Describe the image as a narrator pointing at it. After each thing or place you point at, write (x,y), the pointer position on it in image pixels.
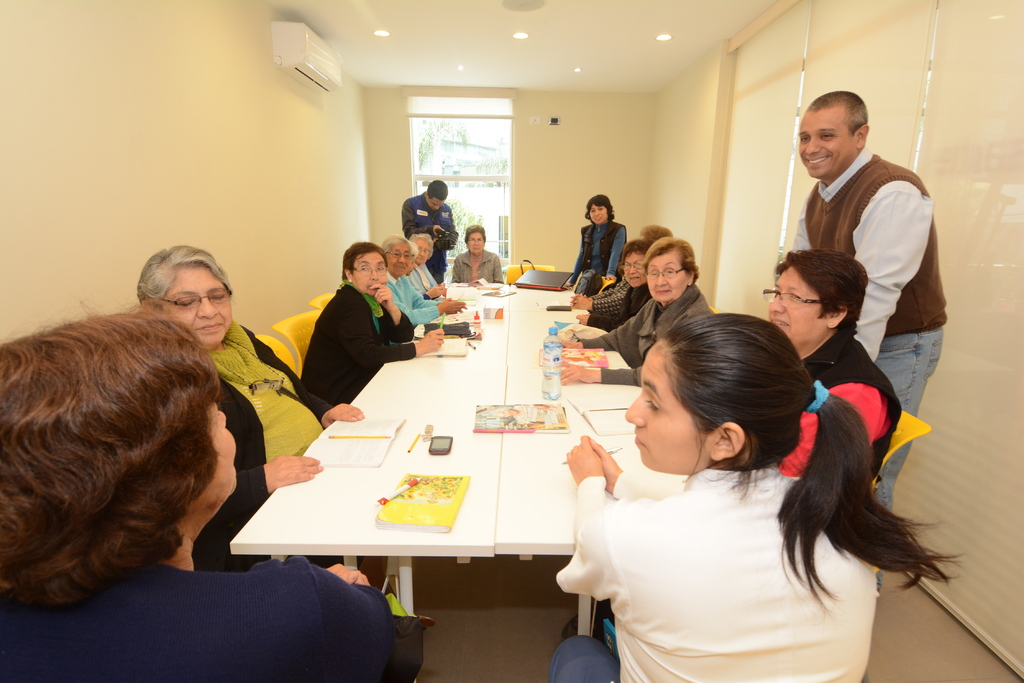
There is a group of people (367,311). They are sitting on a chairs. some persons (440,278) are standing and wearing a spectacles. There is a table (465,372). There is a bottle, book (497,418), pen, pencil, and laptop (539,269). We can see in the background (496,211) wall (559,161), door (496,212), ac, lights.
